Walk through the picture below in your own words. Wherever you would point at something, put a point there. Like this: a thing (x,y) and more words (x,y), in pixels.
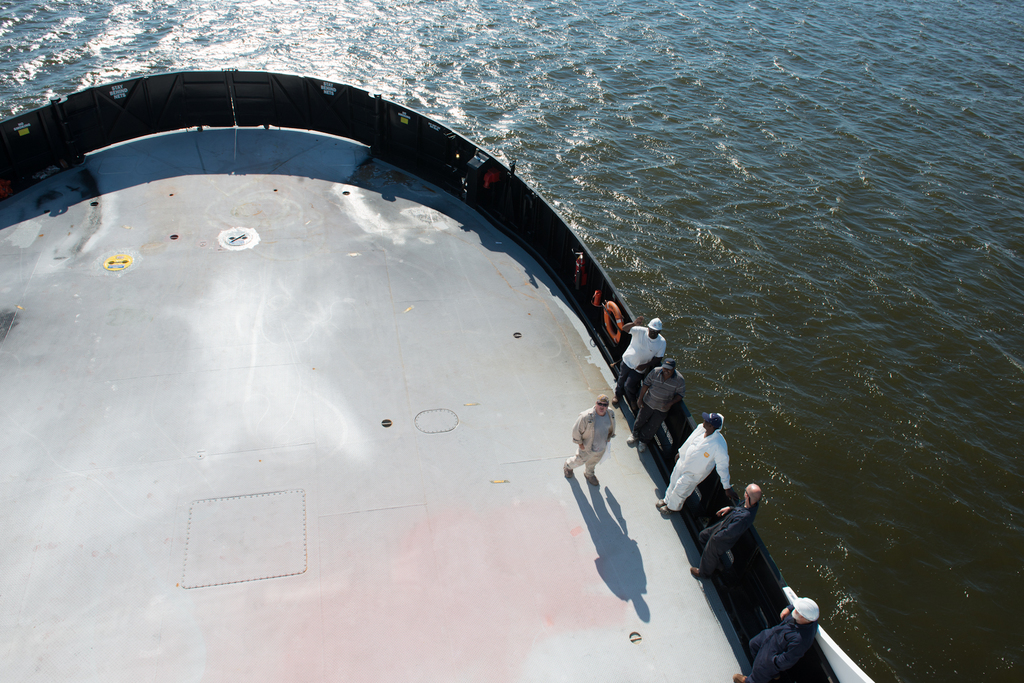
In this image there are a few people (608,423) standing in the ship (405,470), which is on the river (906,419).
